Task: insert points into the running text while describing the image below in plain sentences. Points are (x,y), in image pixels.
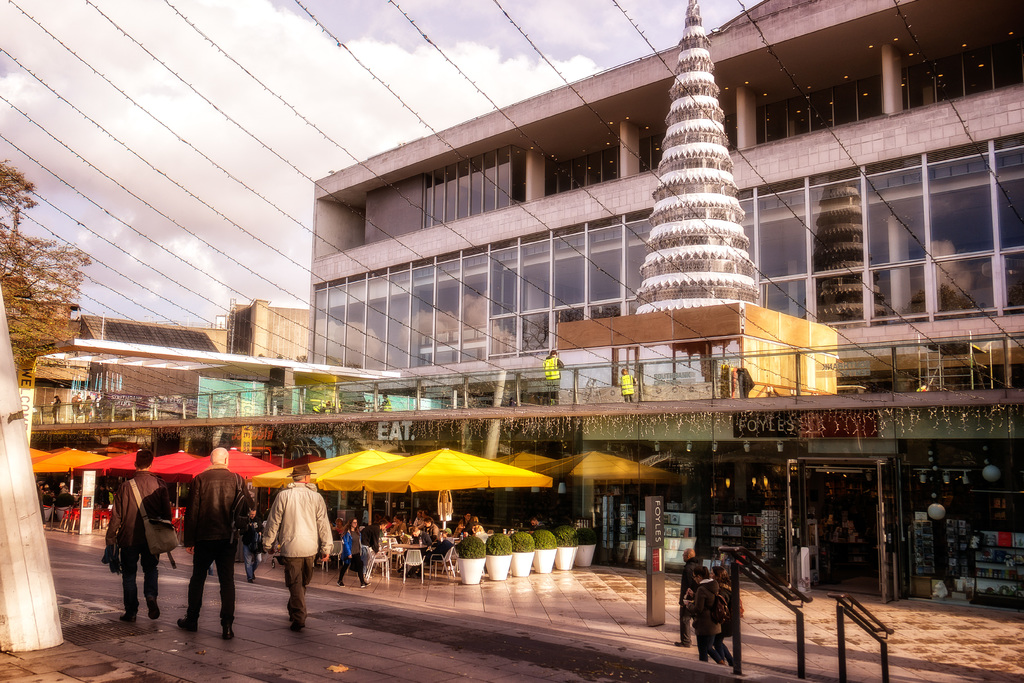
In this image we can see some people (708,609) walking, on the right side of the image (814,174) there is a restaurant (459,237) and there are some potted plants (572,533) and people (483,527) sitting in front of the restaurant (595,549) and on the left side of the picture (22,323) there is a tree (35,279) and the sky (212,117) in the background (351,101).
